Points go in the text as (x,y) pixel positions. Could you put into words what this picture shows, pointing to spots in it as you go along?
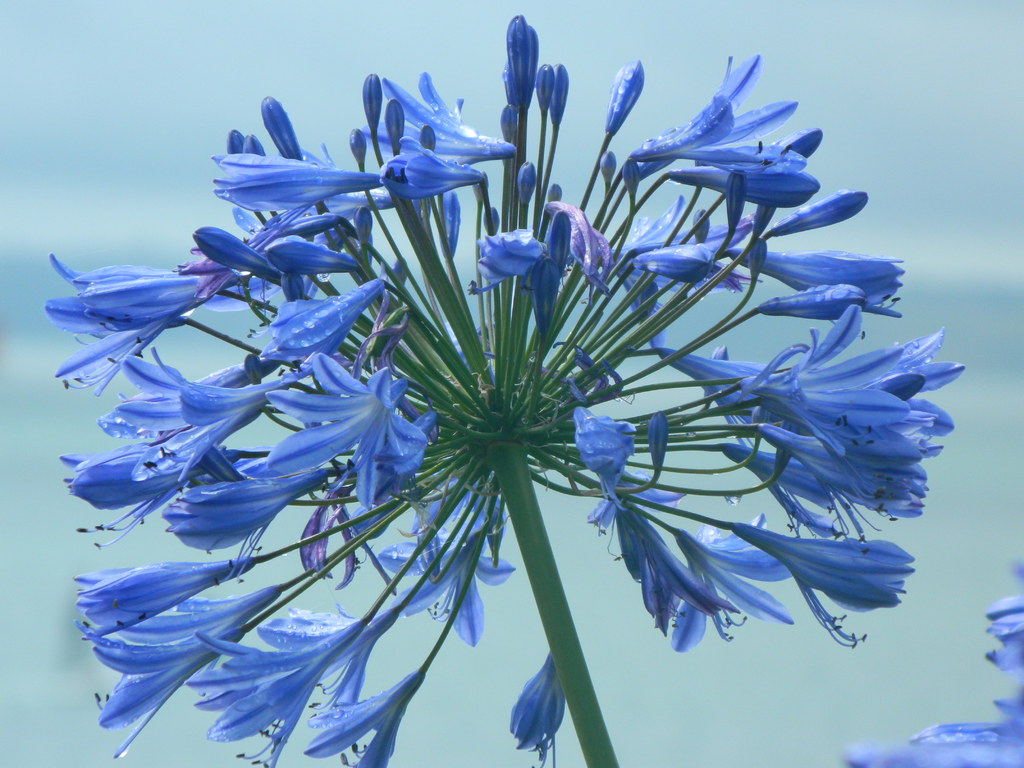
Here we can see flowers (684,637) and there is a blur background (36,711).
